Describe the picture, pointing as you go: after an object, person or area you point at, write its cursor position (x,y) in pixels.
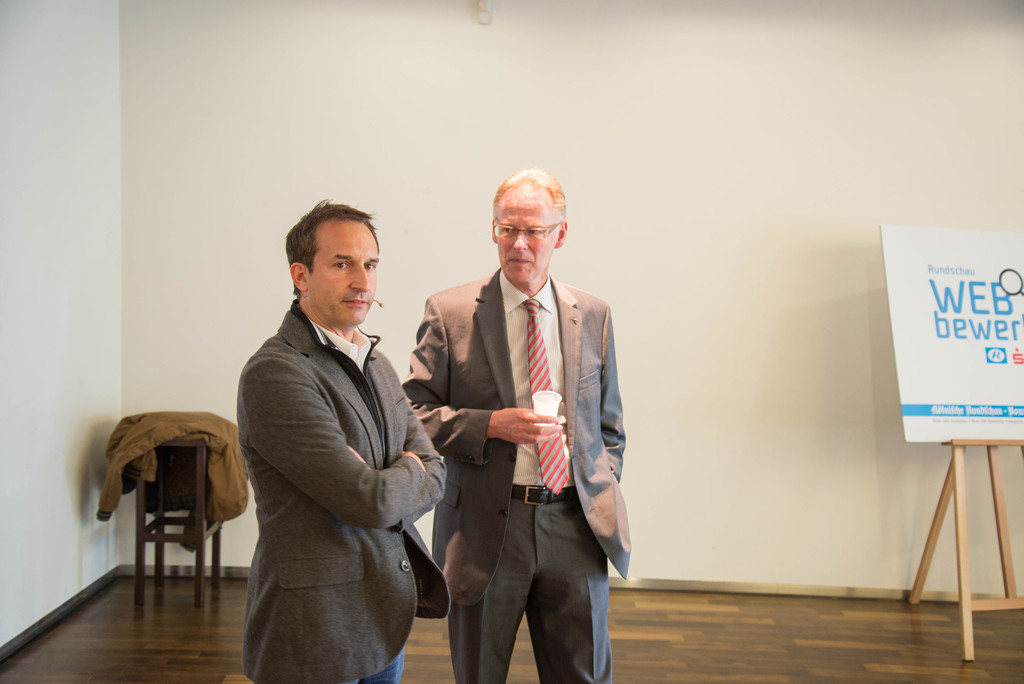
On the background (622,101) we can see a wall (461,164) and a jacket (167,472) on a chair (157,486), whiteboard (960,402) with stand (962,515). This is a floor (641,599). We can see two men (413,416) standing here. This man (525,427) is holding a glass (542,400) in his hand (549,439).
